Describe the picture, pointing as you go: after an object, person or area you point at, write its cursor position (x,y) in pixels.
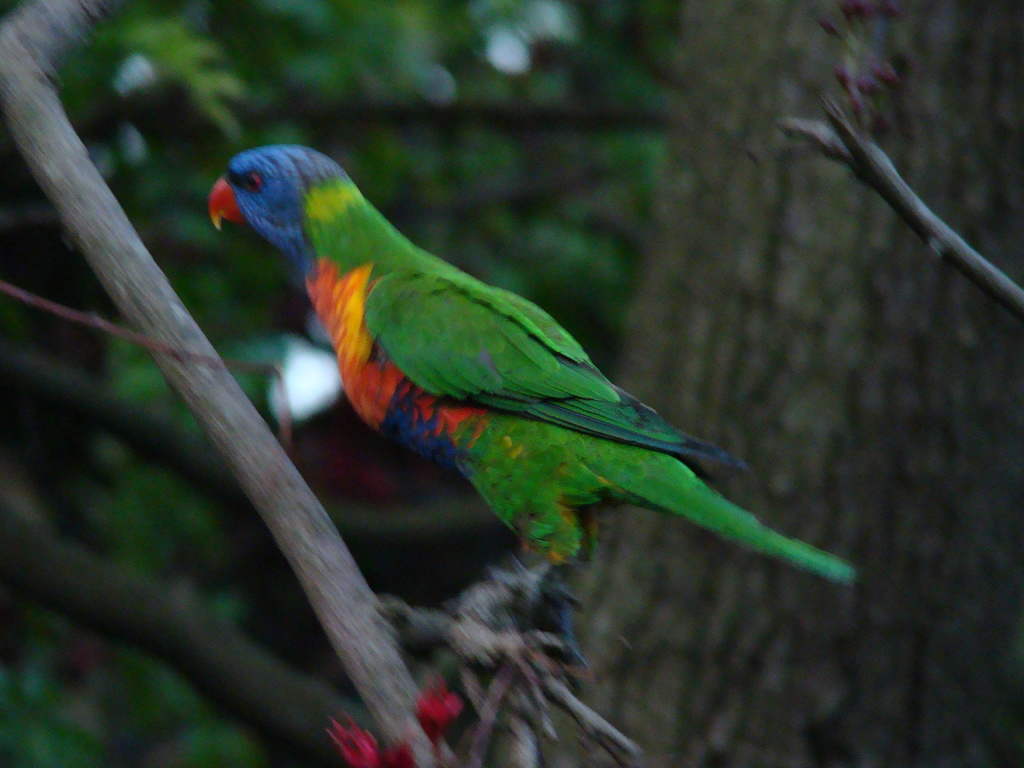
In this image I can see few sticks (479,614) and a parrot (365,377) in the front (494,622). I can see colour of the parrot (492,320) is green, blue, orange and yellow. In the background (344,72) I can see few trees (221,157) and I can also see this image is little bit blurry.
